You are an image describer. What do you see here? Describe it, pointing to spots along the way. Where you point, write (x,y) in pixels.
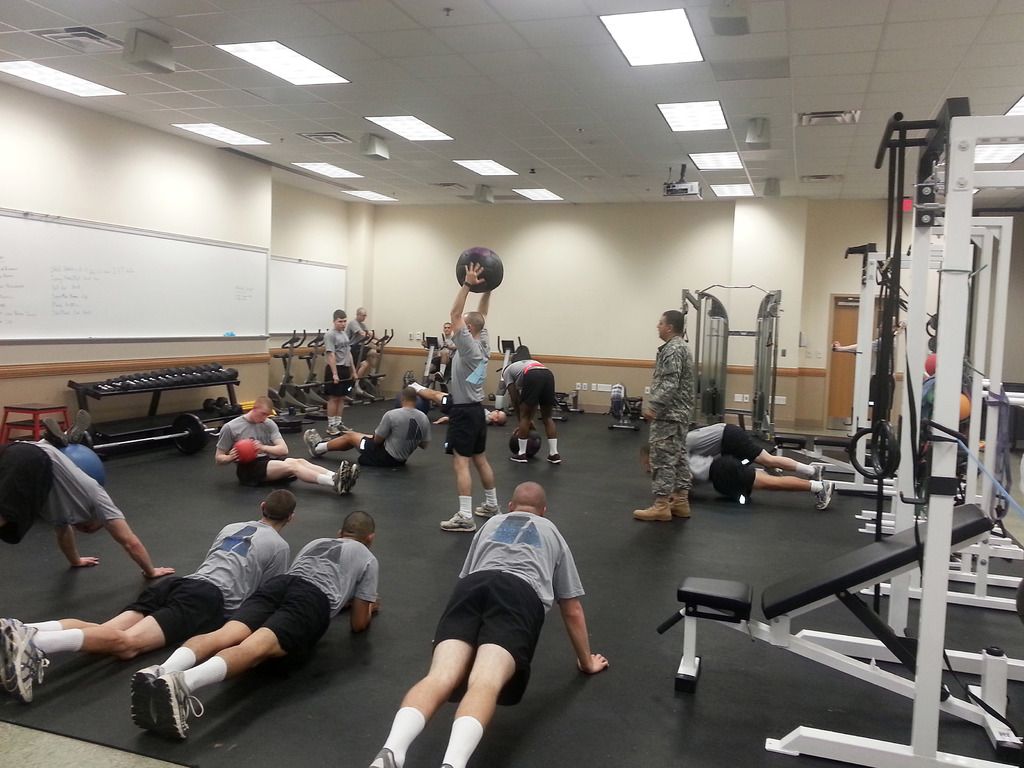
In this picture I can see group of people (492,595) are doing exercise. Some are standing and some are sitting. This person (463,331) is holding a ball (460,266). I can also see gym equipments (895,488). In the background (577,222) I can see wall (525,298).
